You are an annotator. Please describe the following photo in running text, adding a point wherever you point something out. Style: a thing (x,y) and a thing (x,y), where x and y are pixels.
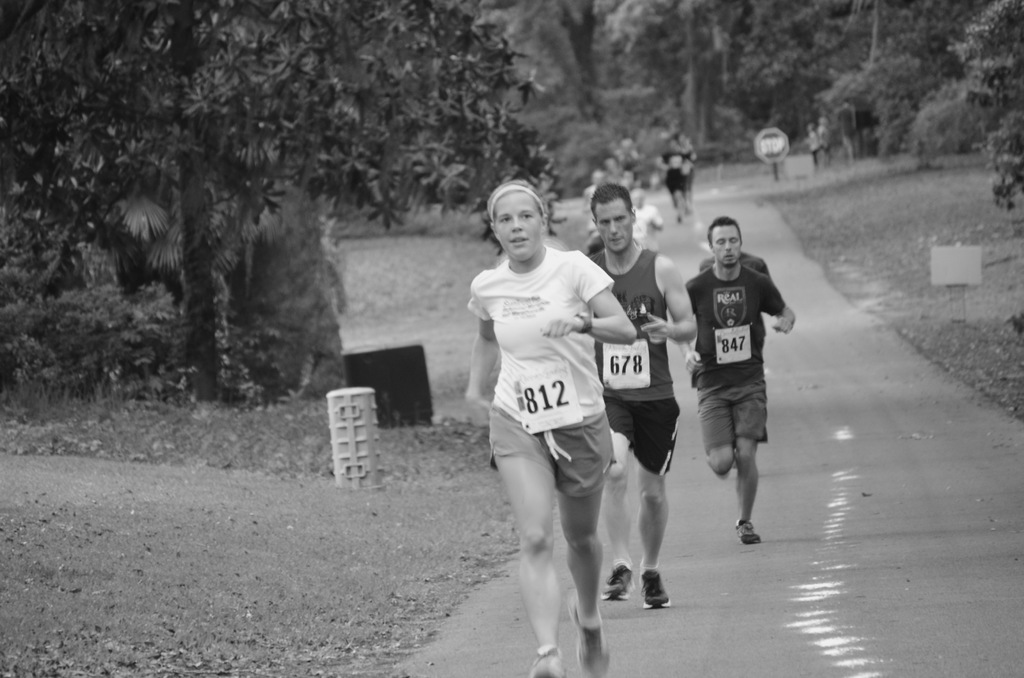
In the image we can see there are people (610,394) wearing clothes (766,289) and shoes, they are running. This is a road (815,520), grass (249,526), tree (139,137), an object (344,421) and a board (765,150).
